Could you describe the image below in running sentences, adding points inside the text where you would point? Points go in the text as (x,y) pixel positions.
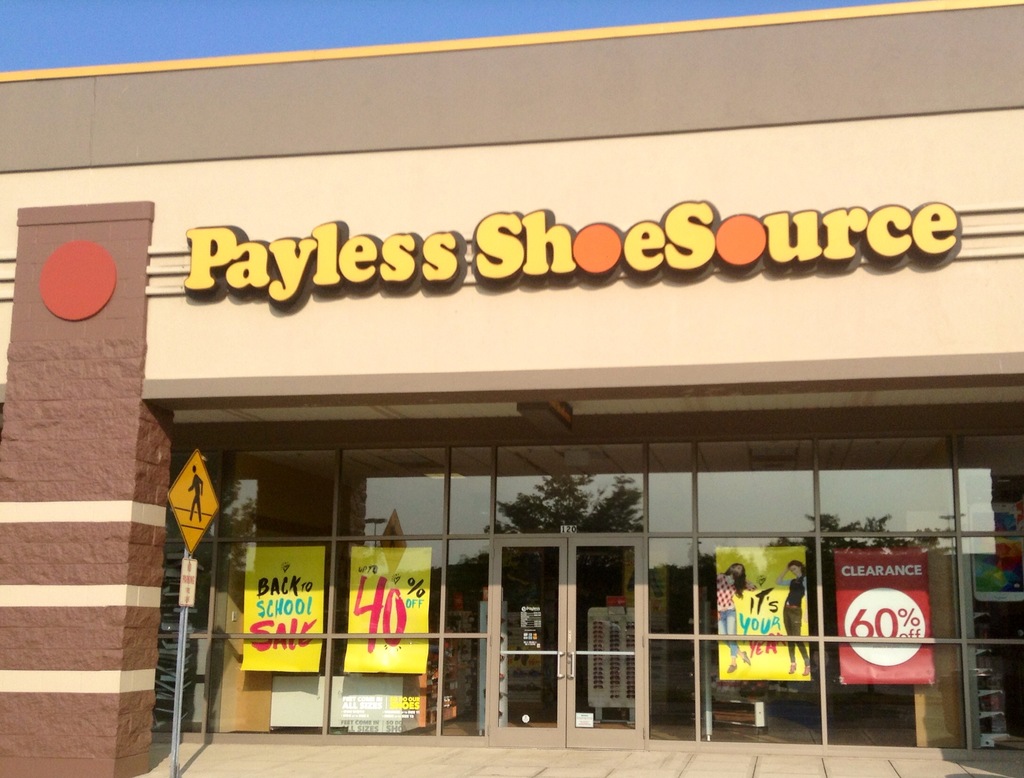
In the image there is a store (508,199) in the front (1006,233) with a sign board (188,525) on the left side (203,473) and above its sky (271,42).
